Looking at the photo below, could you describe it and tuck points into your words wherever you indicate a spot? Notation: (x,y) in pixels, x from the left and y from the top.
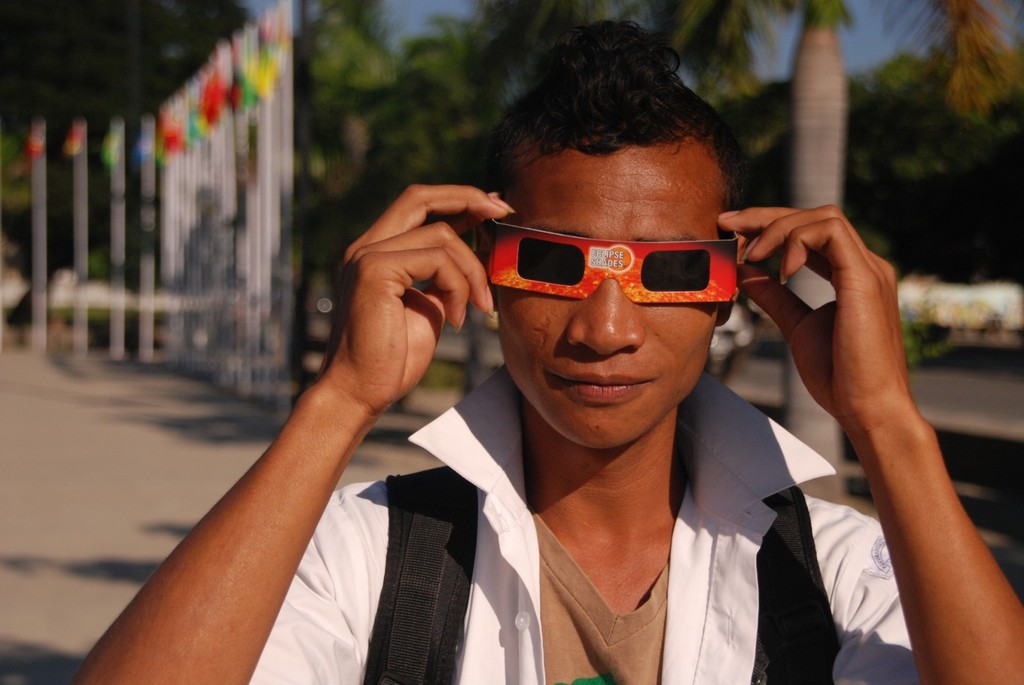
In this image I can see the person (299,521) and the person (296,539) is wearing white color shirt (304,564) and glasses (563,257), background (385,172) I can see few multicolor flags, trees (327,134) in green color and the sky (872,43) is in blue color.
